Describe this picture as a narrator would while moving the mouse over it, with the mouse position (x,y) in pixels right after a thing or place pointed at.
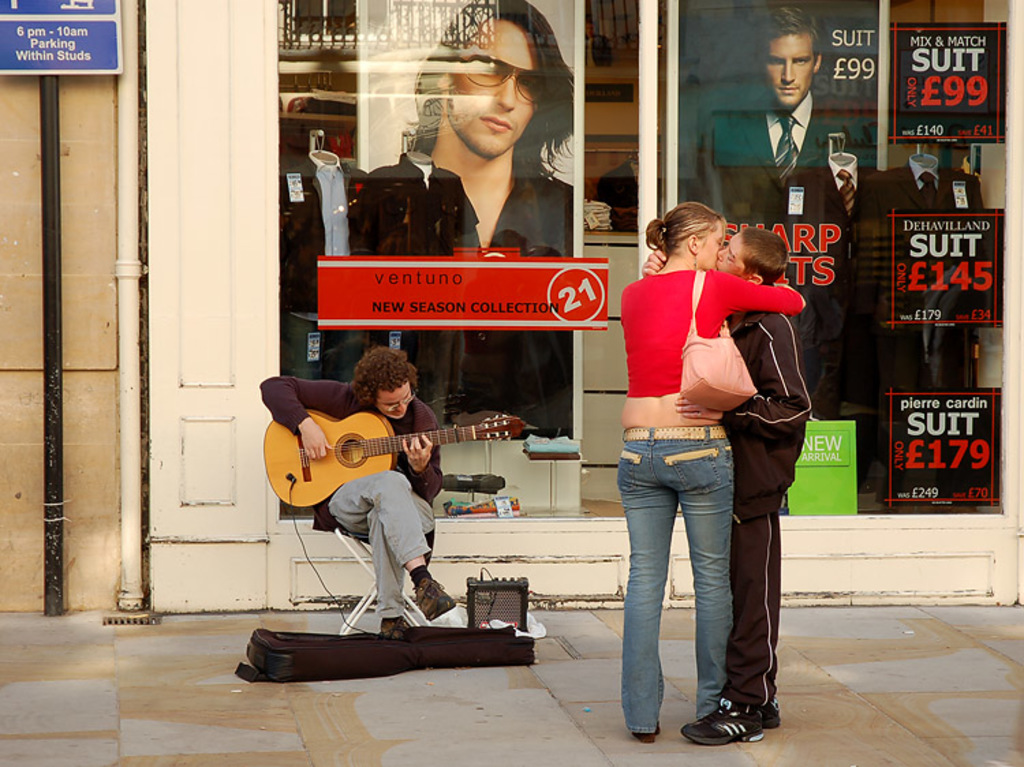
In this picture we can see three people (676,404) and the one is sitting on the stool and playing the guitar (301,502) and other two are kissing each other and behind them there is wall (222,108) on which there are some posters (734,147).
